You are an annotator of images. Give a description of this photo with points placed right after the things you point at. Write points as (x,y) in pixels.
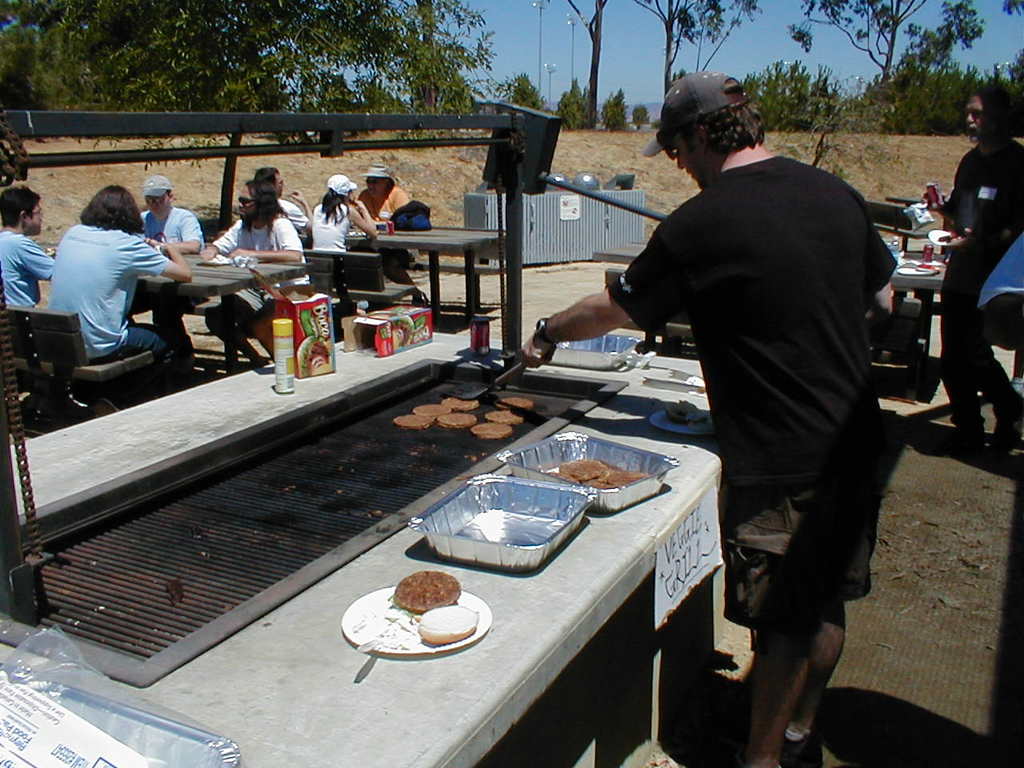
In this image a person (791,375) is standing on the land (46,172). He is wearing black top (813,264) and cap (691,99). Before him there is a table (639,524) having a grill (315,486), trays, plates (474,608), boxes (400,319), bottles (281,360) are on it. On the grill (336,496) there is some food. Left side (104,327) there are few persons (99,315) sitting on the chairs (136,363) before the tables (249,276). Right side (949,187) there is a person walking on the land (943,505). Top of the image (70,19) there are few plants (915,130) and trees (930,124) on the land (578,162). Behind it there is sky (612,57).
